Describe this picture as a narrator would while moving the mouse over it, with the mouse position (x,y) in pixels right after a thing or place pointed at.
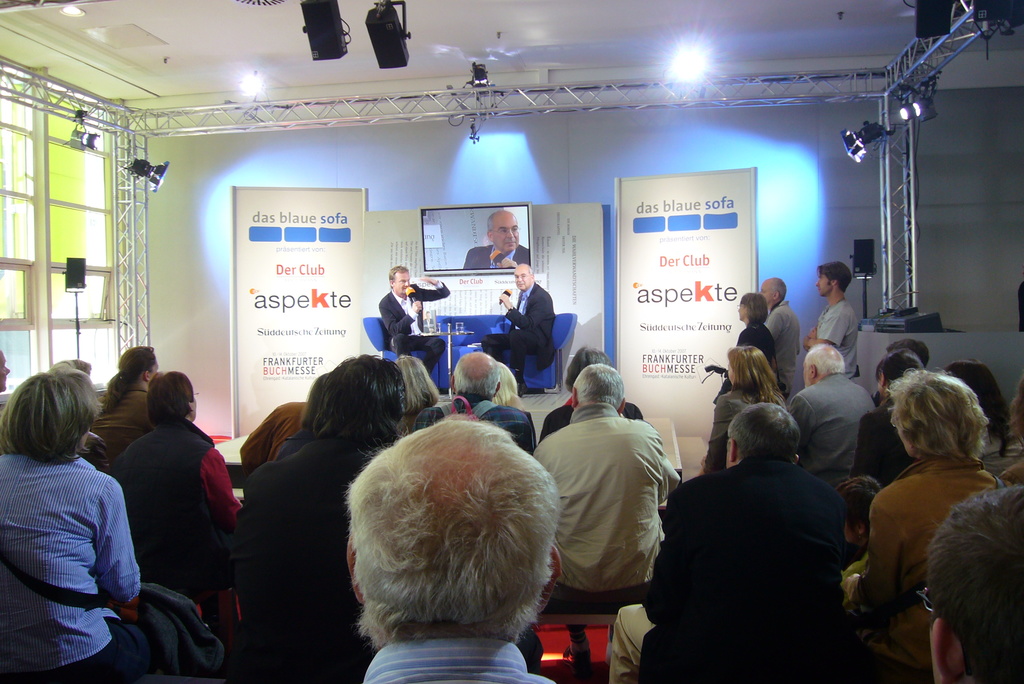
In this image we can see some people (527,564) in a room (988,351) and in the background (405,325), we can see two people (398,297) sitting on a couch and holding a mic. There are some posters (653,294) with text (270,360) and we can see a television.
